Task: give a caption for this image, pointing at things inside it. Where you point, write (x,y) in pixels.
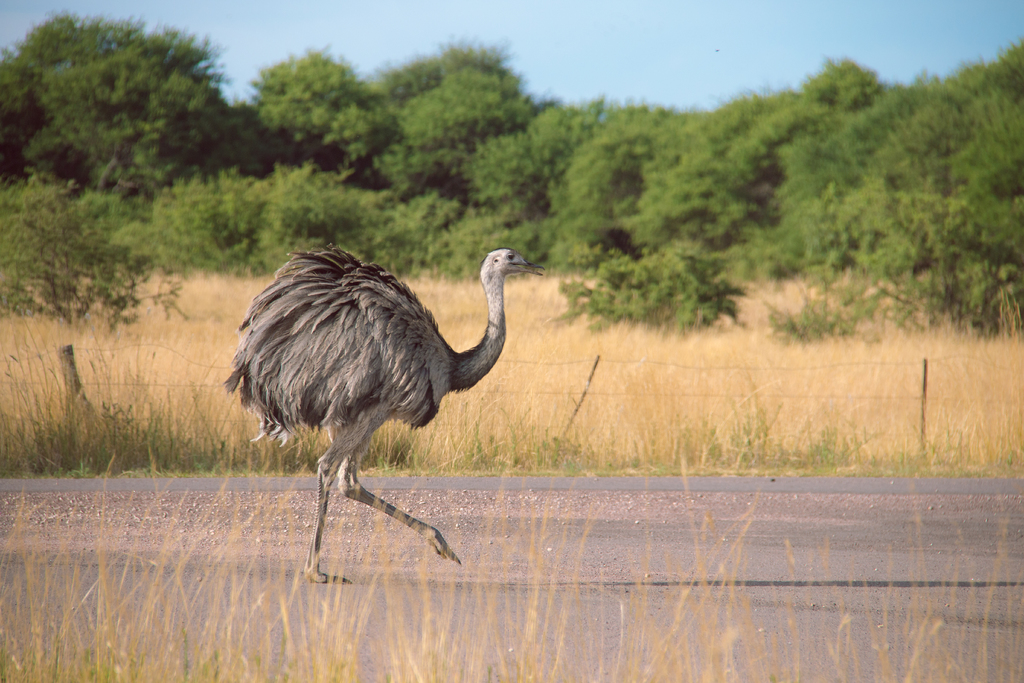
This picture is clicked outside the city. In the center (386,301) there is a rhea (350,358) walking on the ground (970,568). In the background (729,33) there is a sky (336,12), trees (291,128), plants (96,281) and the dry grass (973,381).
